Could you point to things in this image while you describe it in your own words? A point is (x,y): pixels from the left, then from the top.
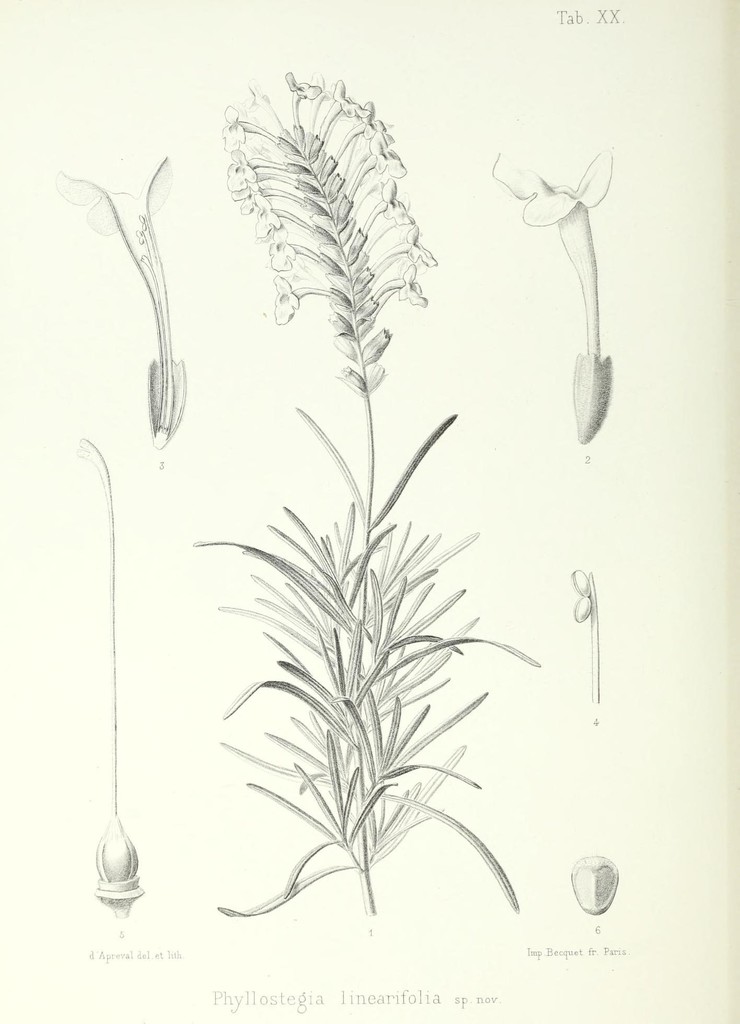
This is a paper (333,385) with a drawing (305,699) of a plant (339,667) with flowers (336,260). Also we can see parts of a flower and something is written on the image.
